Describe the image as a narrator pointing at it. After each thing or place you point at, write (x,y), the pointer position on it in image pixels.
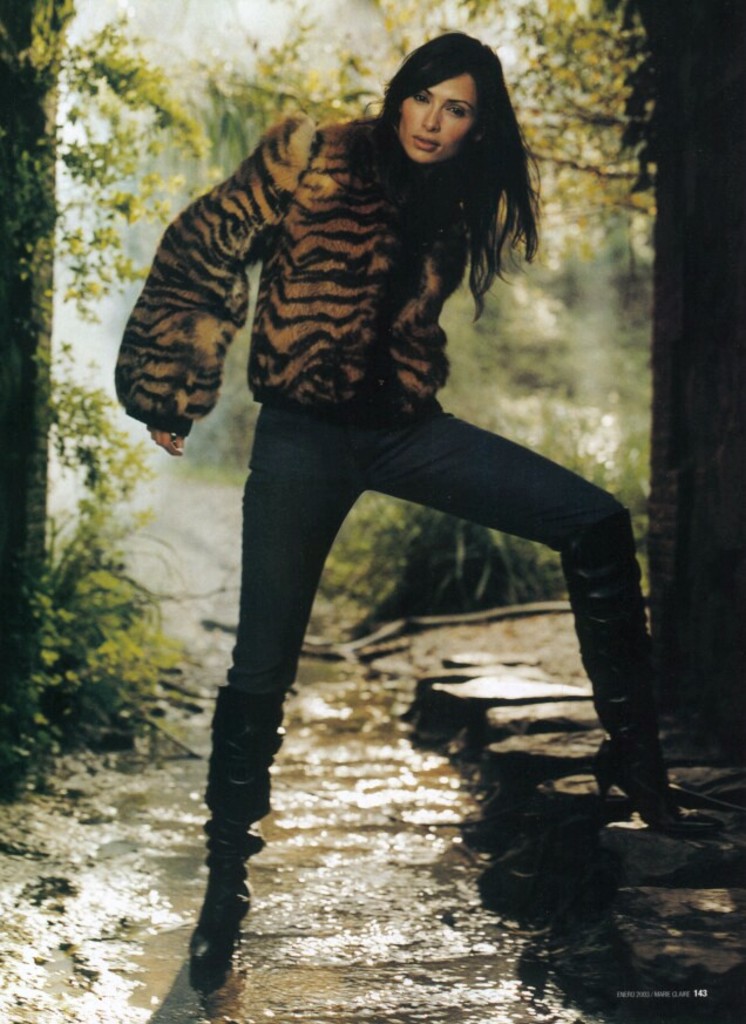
In this picture I can see a woman (256,544) standing, there is water (252,865), and in the background (341,576) there are trees (731,525).
